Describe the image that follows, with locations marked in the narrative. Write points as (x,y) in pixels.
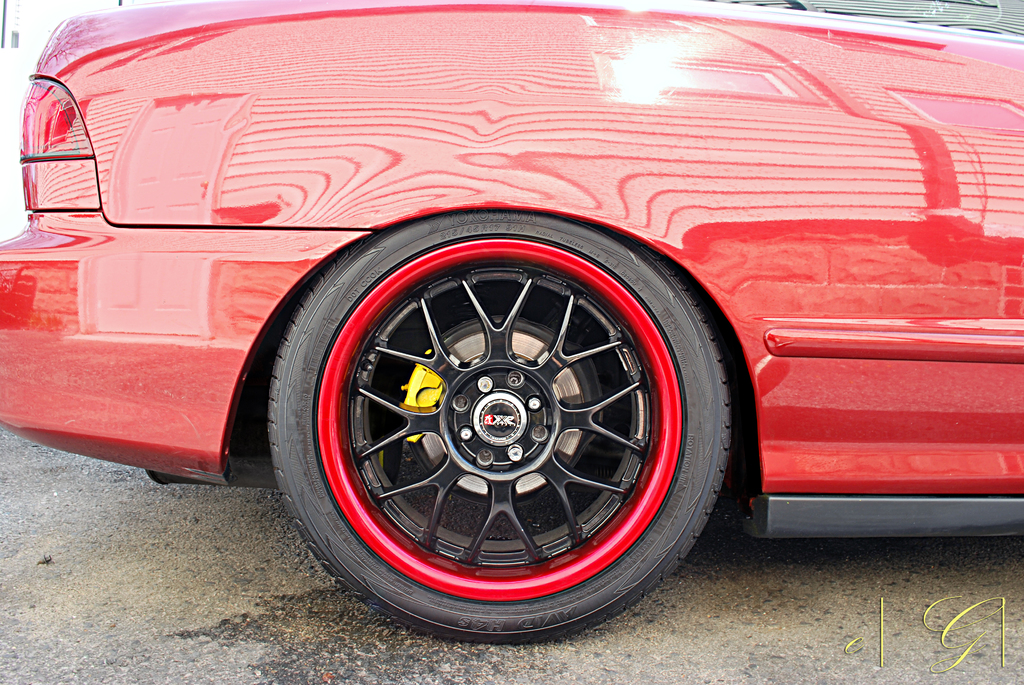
In this image we can see a backside view of a car (813,109). At the bottom of the image (92,536) there is the ground (111,503). On the image there is a watermark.
